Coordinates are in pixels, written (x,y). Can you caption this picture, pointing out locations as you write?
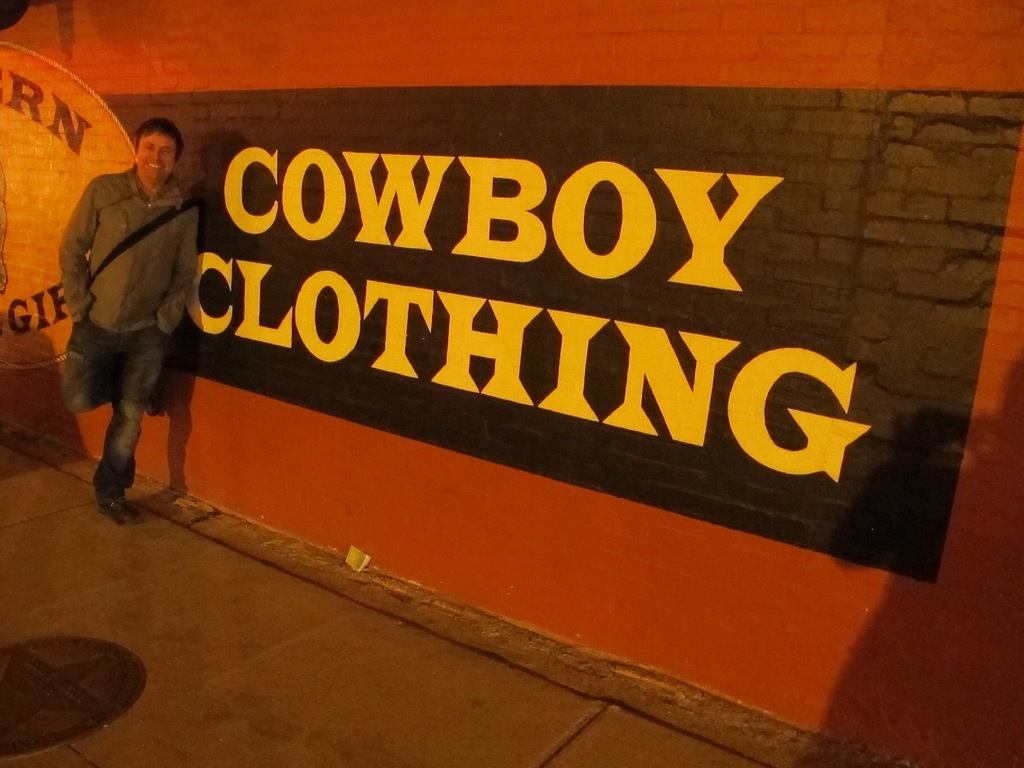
This image consists of a man (109,491) wearing a gray jacket (172,255) is standing. On the right (800,289), we can see a text (572,250) and painting (573,308) on the wall (634,127). At the bottom (218,683), there is a floor (143,621). He is also wearing a bag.
